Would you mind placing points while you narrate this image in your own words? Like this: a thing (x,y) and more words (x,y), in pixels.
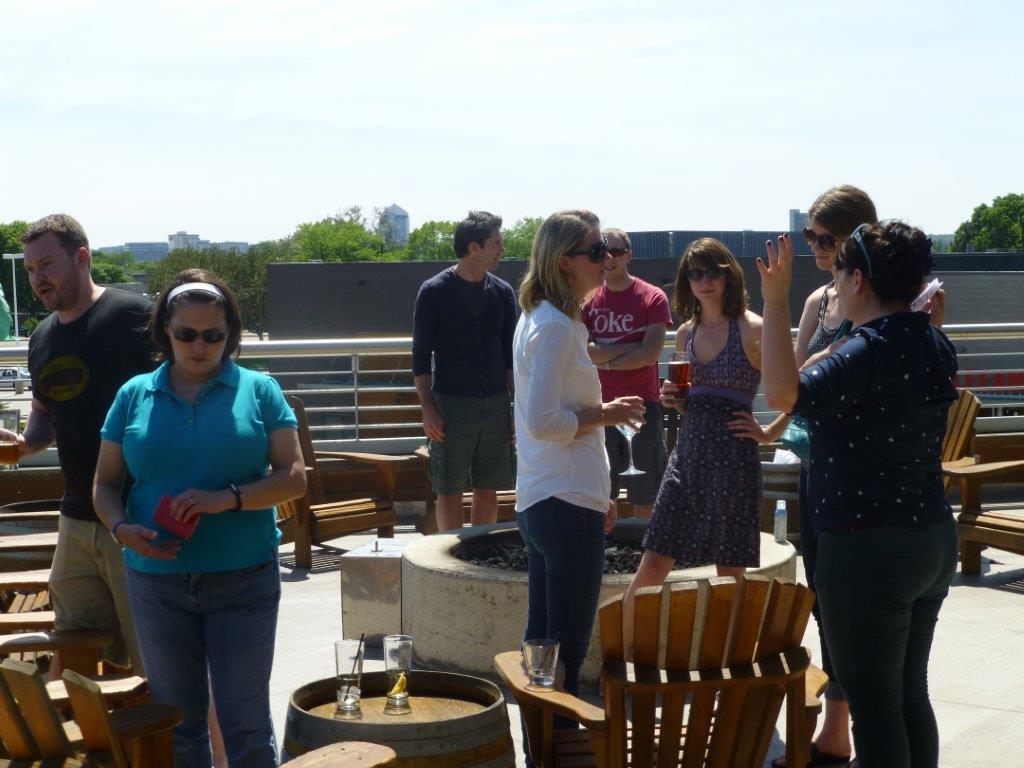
In this picture we can see few people (881,621) are standing. And this is the table (418,724) and there are two glasses (391,661) on the table (378,674). And these are the chairs (324,511). Even in the background (379,247) we can see some trees (507,246) and this is the building (406,216). And there is a sky (816,127).
